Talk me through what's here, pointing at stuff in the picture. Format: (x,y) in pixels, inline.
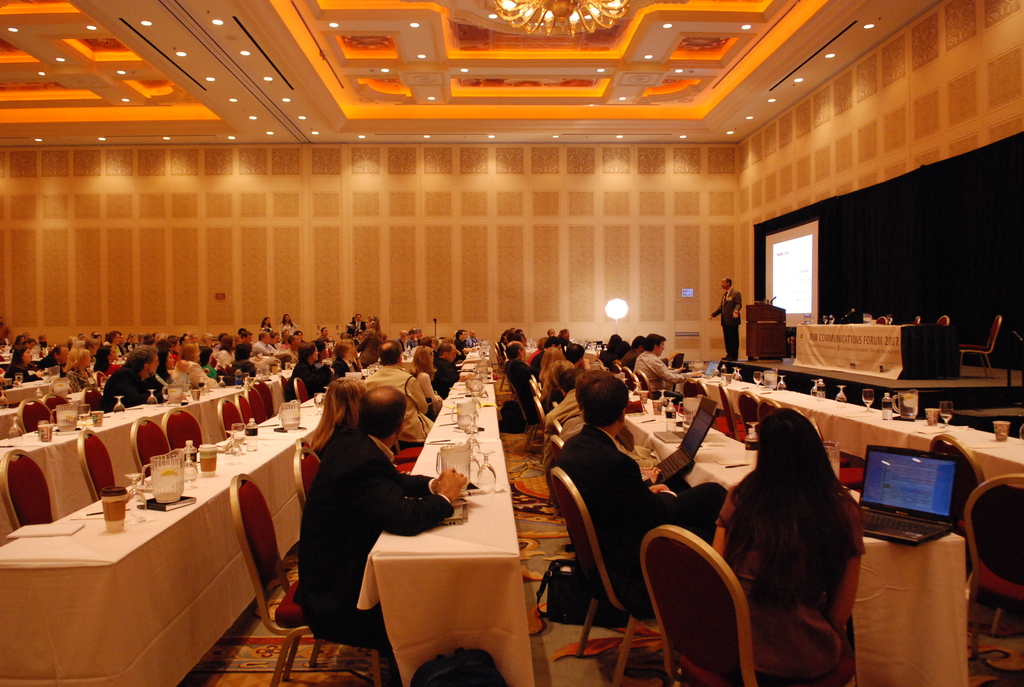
This image is taken indoors. In the background (504,216) there is a wall (659,256). At the top of the image (295,76) there is a ceiling (317,79) with a chandelier (563,9) and there are many lights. On the right side of the image (811,239) there is a screen (800,259) on the wall (826,255). There is a dais (909,383). There are a few empty chairs (913,322) on the dais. There is a table (863,341) with a tablecloth (872,338) and a few things (864,319) on it. There is a podium (766,334) and a man (732,345) is standing on the dais (730,367). In the middle of the image (481,436) there are many tables (165,552) with tablecloths (493,563) and many things (457,429) on them. Many people (509,379) are sitting on the chairs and there are few empty chairs (255,501) on the floor (306,637).
